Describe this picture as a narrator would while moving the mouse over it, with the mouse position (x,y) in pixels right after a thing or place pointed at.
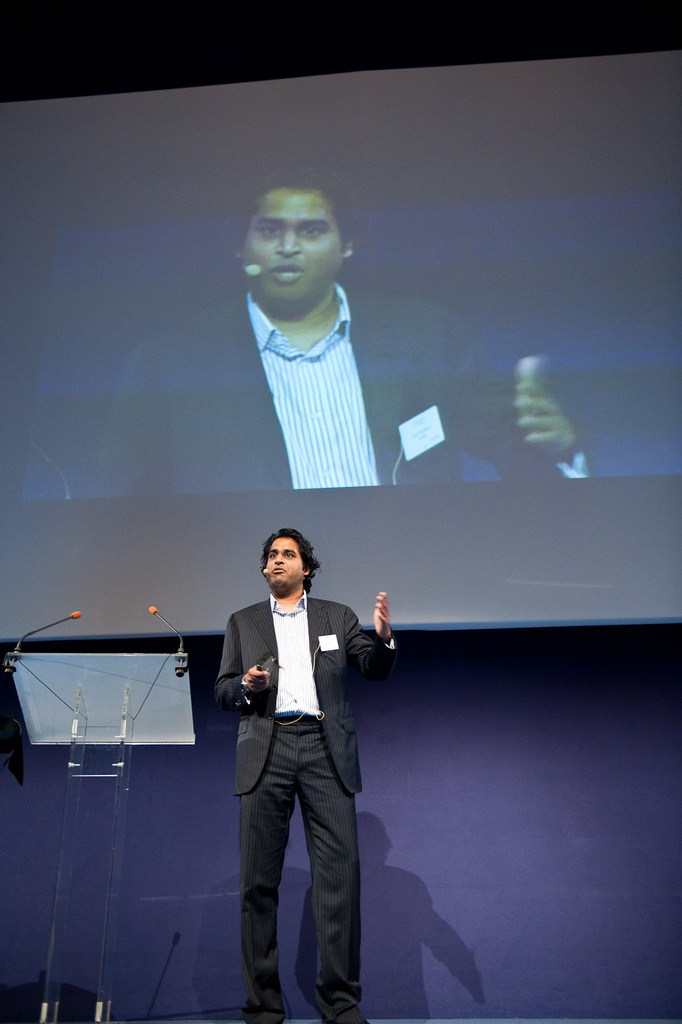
In this image I can see a person (328,798) standing in front of the podium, on the podium (181,671) I can see mikes (34,632), at the top (316,257) I can see screen (632,254), on the screen (365,372) I can see a person image (423,363).
